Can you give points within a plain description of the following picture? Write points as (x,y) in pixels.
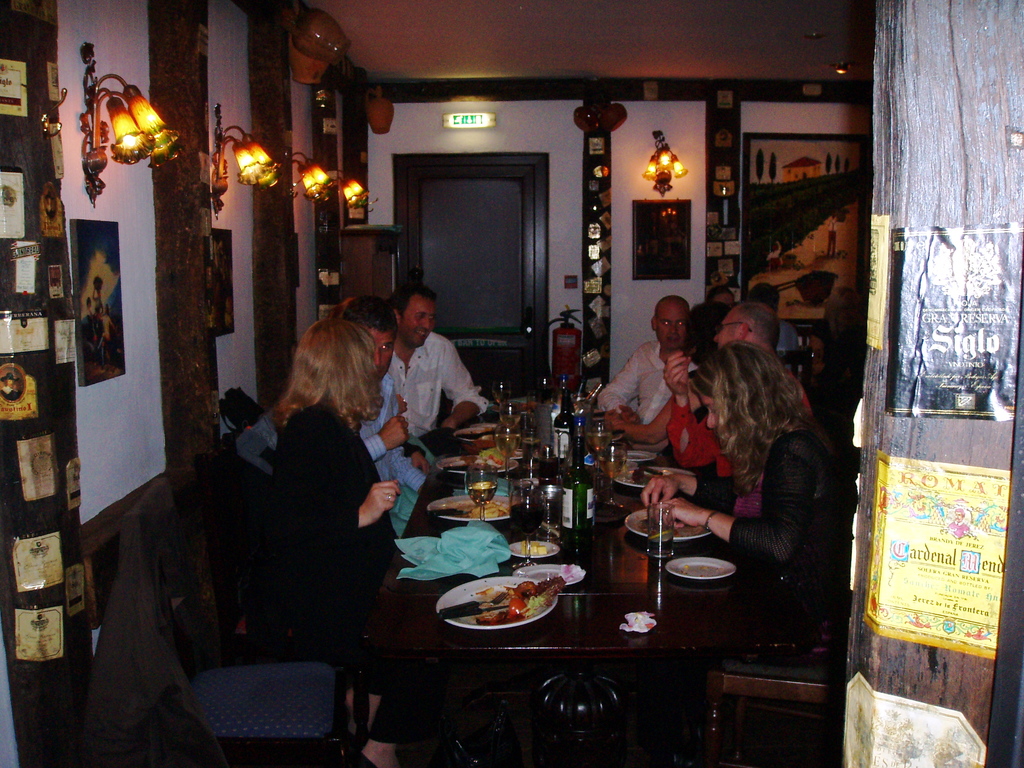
In this picture there are some people (408,398) sitting in the chairs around the table (473,636) on which some food items (507,618), glasses (480,505), plates (493,505) were placed. There are men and women (685,420) in this group (699,460). Behind them there are some photo frames (101,321) attached to the wall (125,174) and some lights (250,166) here. In the background (323,189) there are some lights (310,191) here.
